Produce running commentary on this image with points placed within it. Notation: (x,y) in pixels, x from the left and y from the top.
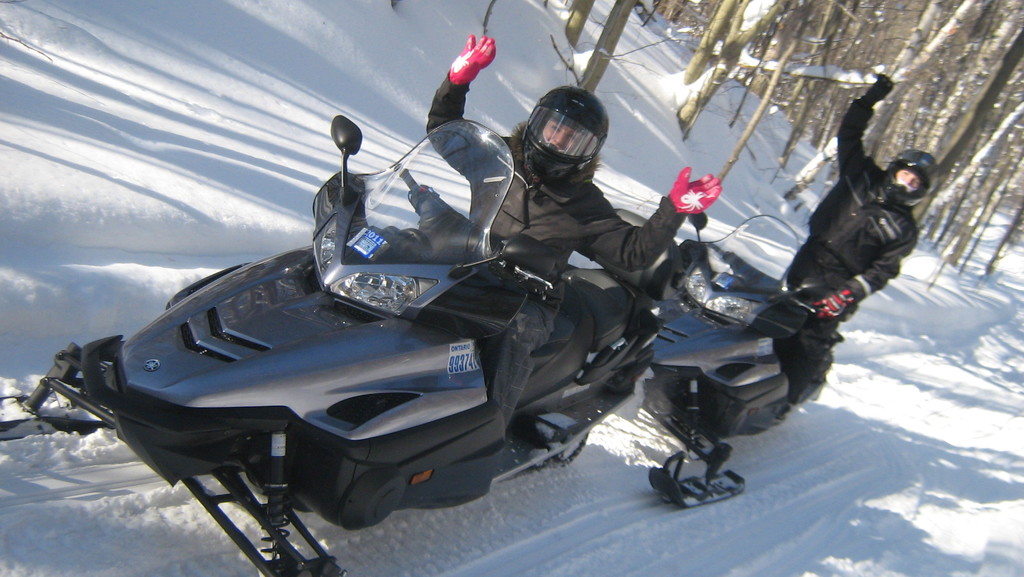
In this image we can see two snow mobiles (571,327) which are in black color there are two persons (914,194) wearing black color jacket (549,190), helmet (564,101) and in the background of the image (607,59) there are some trees (608,56) and there is snow (46,111).
